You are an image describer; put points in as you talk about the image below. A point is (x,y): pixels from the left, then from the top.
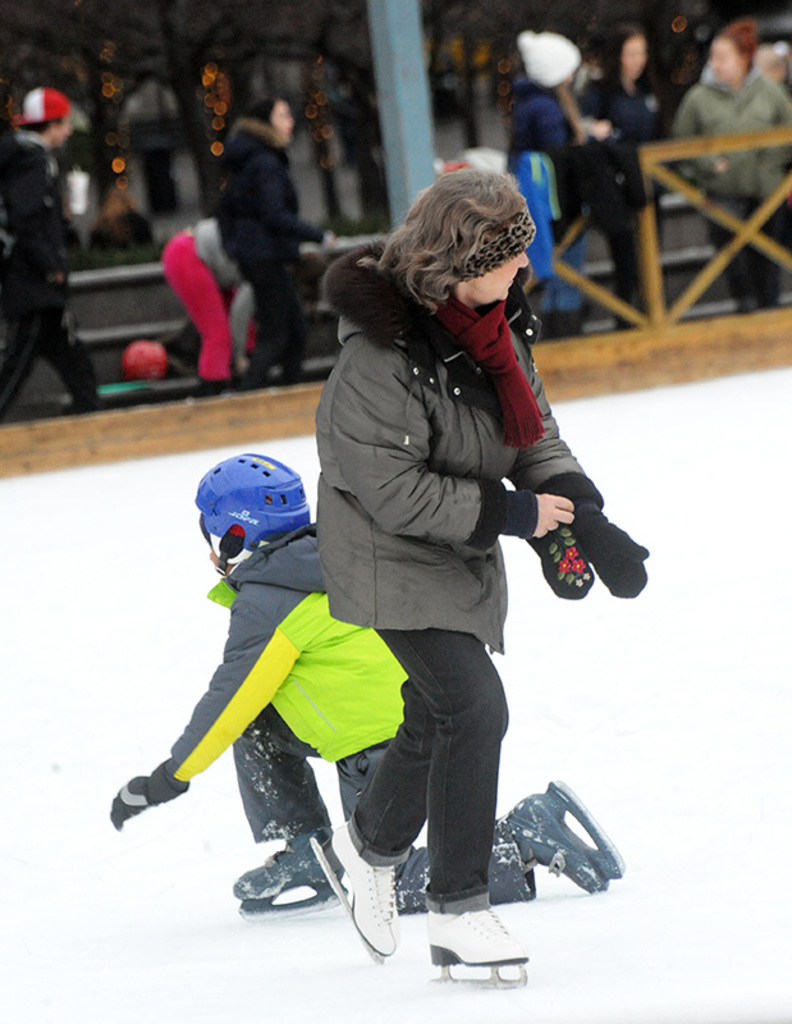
In the center of the image (486,433) there are two people (410,601) wearing jackets (494,514) and gloves (570,527). At the bottom of the image (182,948) there is white color surface (612,945). In the background of the image (267,211) there are people (57,181). There is a wooden fencing (559,344). There is a pole (416,157).
